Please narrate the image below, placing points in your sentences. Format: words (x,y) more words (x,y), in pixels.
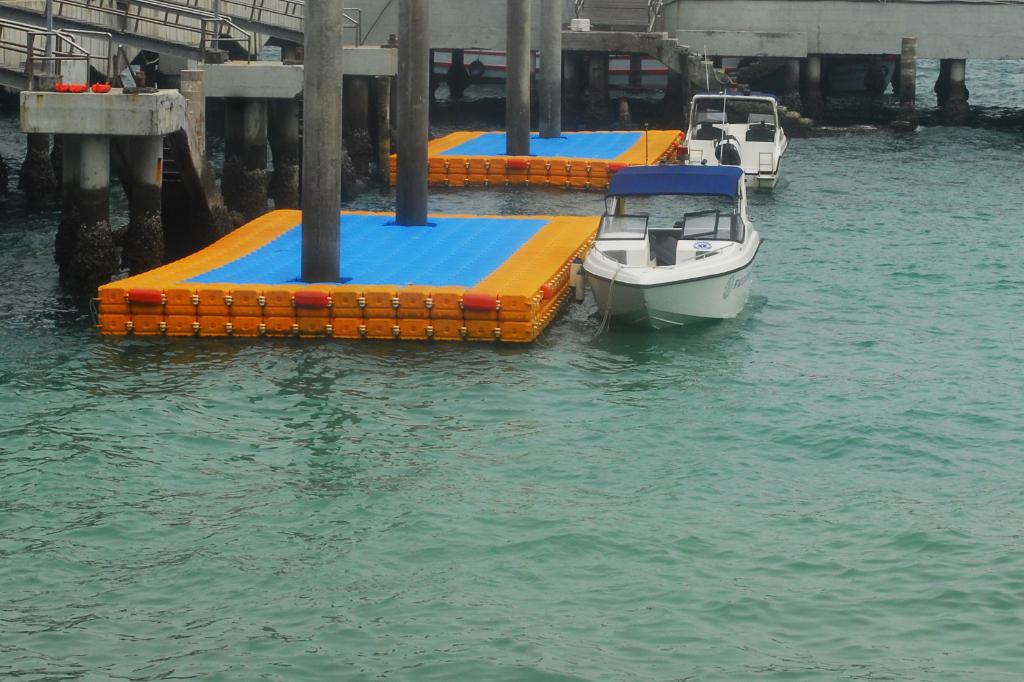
There are two white boats (700,215) on water (623,127) and there is a surface (600,156) which are yellow and blue in color beside it and there is a staircase (663,63) in the background (687,50).
